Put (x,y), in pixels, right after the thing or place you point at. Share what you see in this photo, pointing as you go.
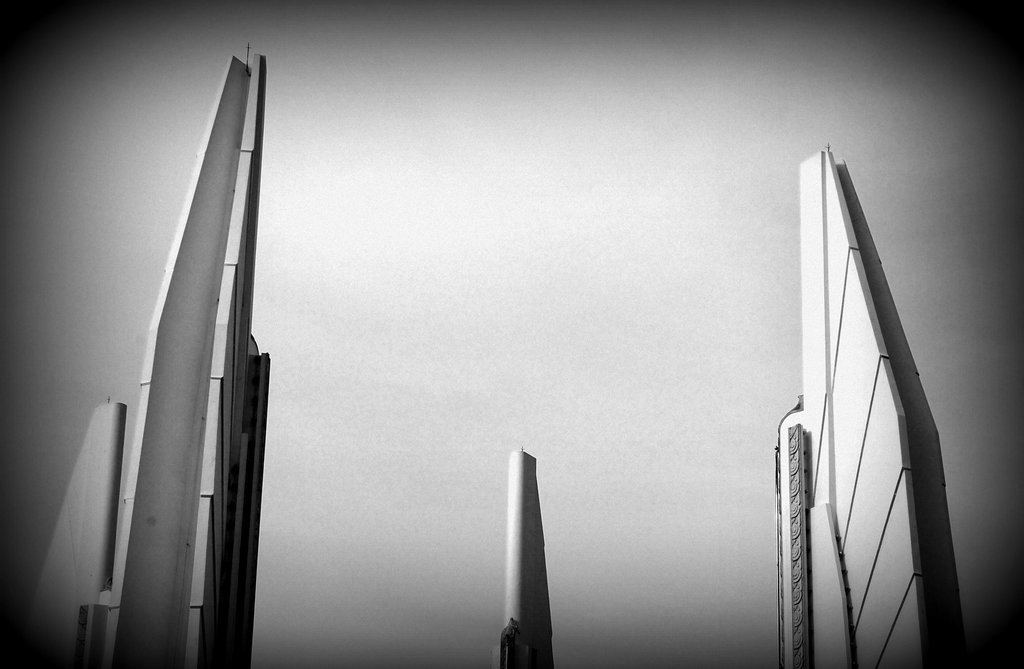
In this image we can see buildings (219,551), also we can see the sky (531,271), and the picture is taken in black and white mode.
